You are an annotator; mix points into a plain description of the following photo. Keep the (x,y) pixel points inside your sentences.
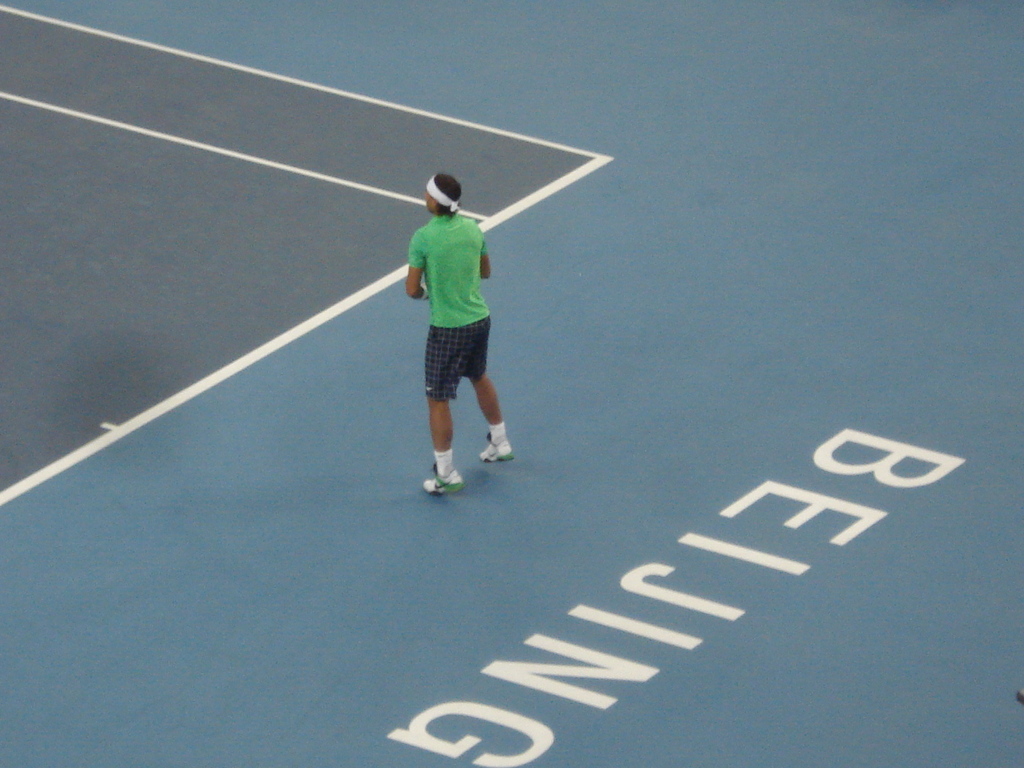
In this image, we can see a person (454,346) on the floor (474,408). On the right side of the image (813,505), we can see text (887,458) on the floor (758,563). On the left side of the image (63,280), there is a court (115,222).
